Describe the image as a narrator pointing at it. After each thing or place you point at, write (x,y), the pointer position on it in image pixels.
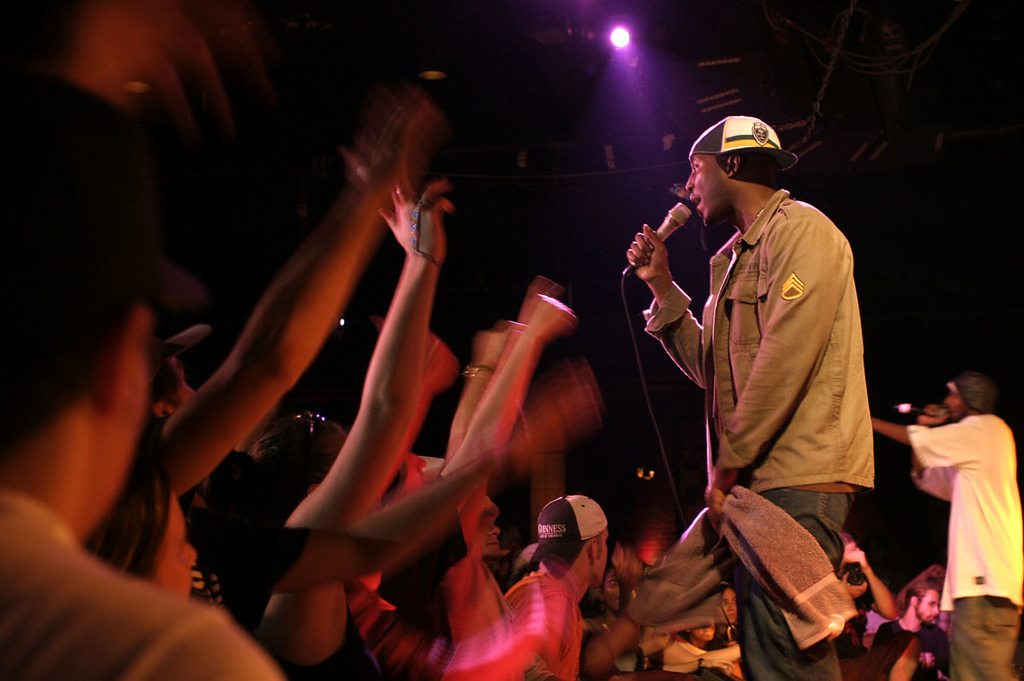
On the left side of the image (227,471) we can see crowd (245,562) raising their hands (452,453), but it is in a blur. On the right side of the image (749,308) we can see two persons (806,453) are singing the song.
